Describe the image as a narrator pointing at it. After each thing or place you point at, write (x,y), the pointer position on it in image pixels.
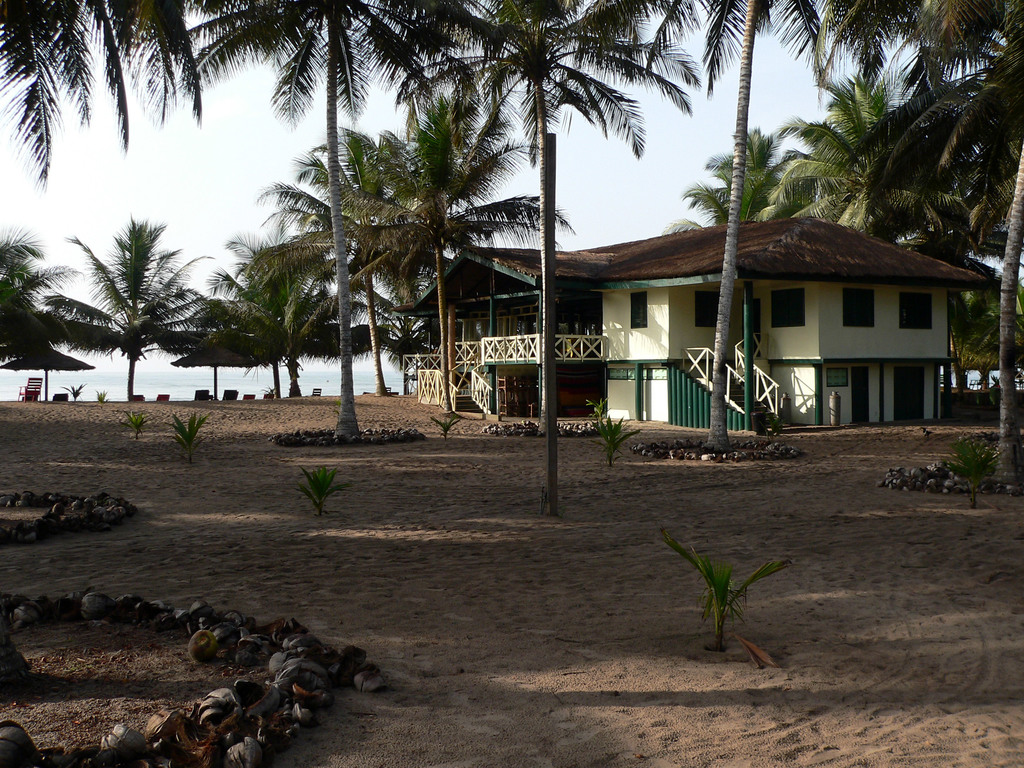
These are trees (692,222), this is house (763,328) and water (138,375), this is mud (536,645) and sky (170,184).
